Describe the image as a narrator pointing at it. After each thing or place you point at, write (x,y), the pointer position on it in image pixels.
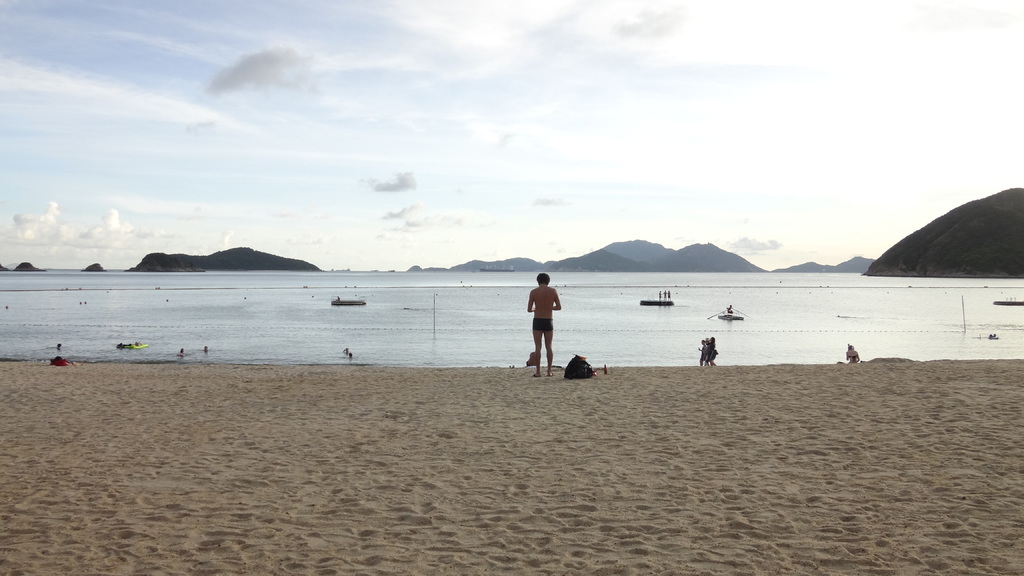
In this picture in the center (537,312) there is a person (535,325) standing and there is an object (583,375) which is black in colour on the ground (601,373). In the background (368,318) there is an ocean (606,295) and there are persons (709,355) in the water (446,320) and there are boats (341,301) sailing on the water (519,300), there are mountains (718,251) and we can see clouds (590,94) in the sky (713,103). In the front (346,495) there is sand (783,507) on the ground (259,481).
